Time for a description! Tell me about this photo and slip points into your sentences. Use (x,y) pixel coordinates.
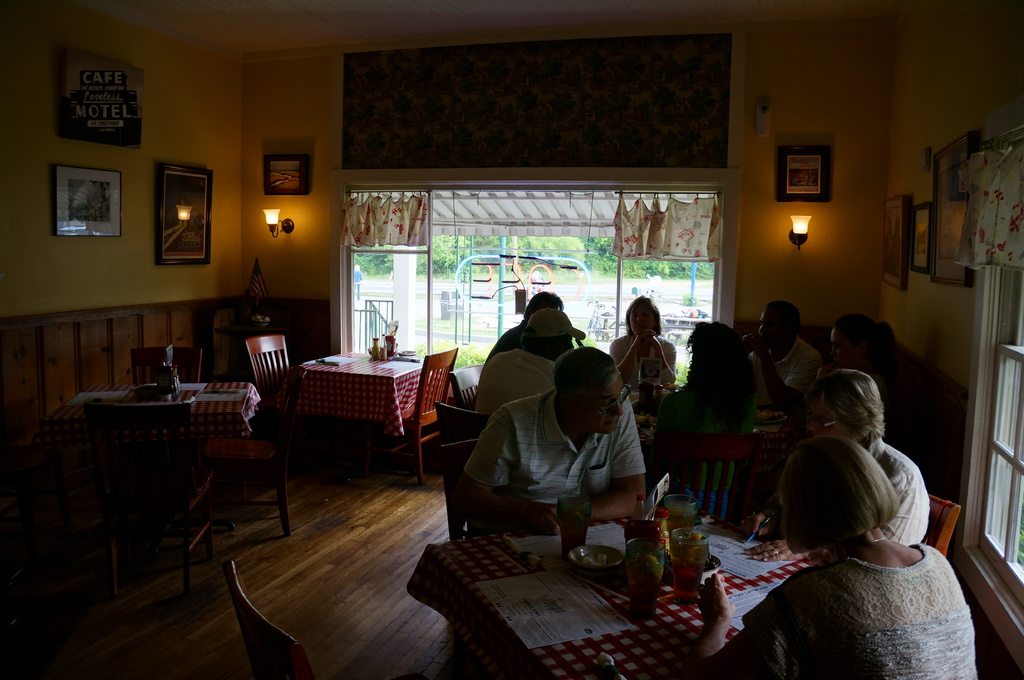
This pictures of inside. In the right corner (1002,413) there is a window (1004,560) and a woman (875,565) seems to be sitting on the chair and we can see another woman (884,434) sitting on the chair (950,527) holding a pen (768,521) in hand (767,534) in the center (480,439) there is a table (638,642) on the top of which glasses of drinks (697,564), some papers (747,556) and bottles (668,529) are placed and there is a man (530,449) sitting on the chair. On the left (141,452) there are some tables (248,391) and chairs (197,371). We can see the group of people (713,347) sitting on the chairs (746,452). On the left corner (55,224) there are picture frames (168,213) hanging on the wall (145,180) and the wall lamp (291,224). In the background (665,175) there is a window (675,274) from which we can see the outside view (592,252).
